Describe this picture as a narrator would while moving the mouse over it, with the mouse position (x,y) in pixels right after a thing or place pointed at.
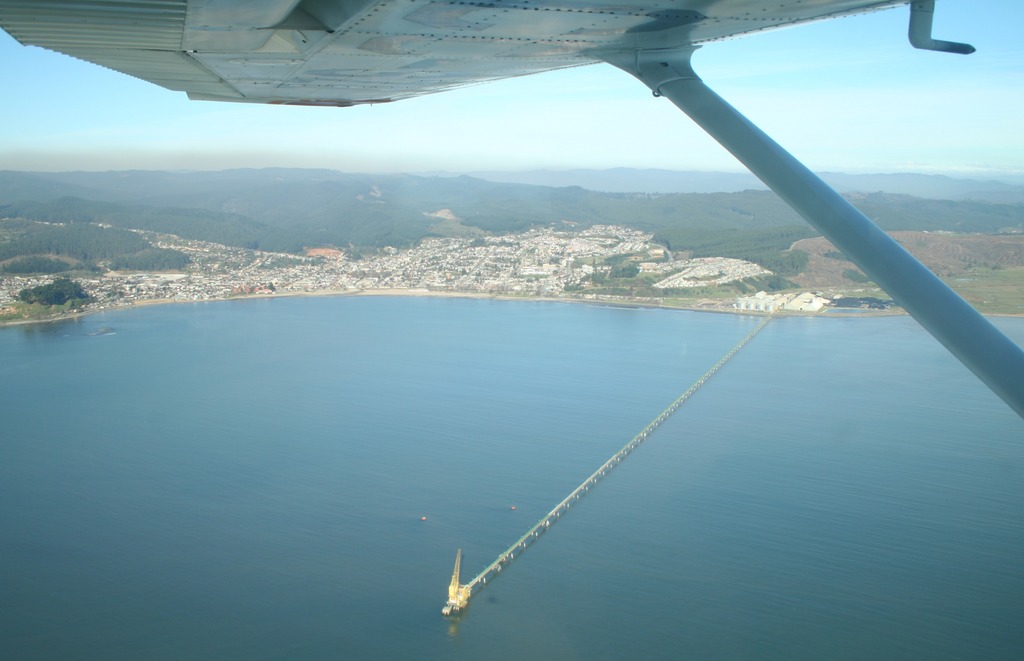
There is a rod (766,151) with a flat surface (497,31). There is water (530,456). On the water (604,451) there is a bridge (601,472). In the background (510,204) there are hills (361,191) and sky (373,127).
